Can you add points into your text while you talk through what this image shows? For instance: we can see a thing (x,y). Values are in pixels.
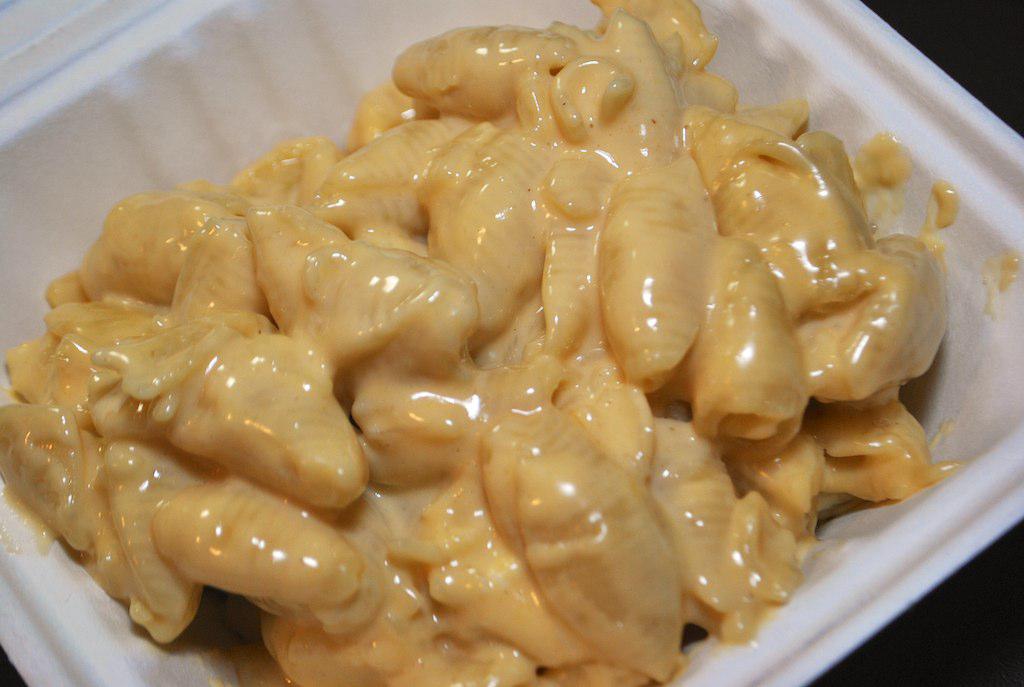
In this picture we can see some eatable thing (523,392) placed in a bowl (887,581).
